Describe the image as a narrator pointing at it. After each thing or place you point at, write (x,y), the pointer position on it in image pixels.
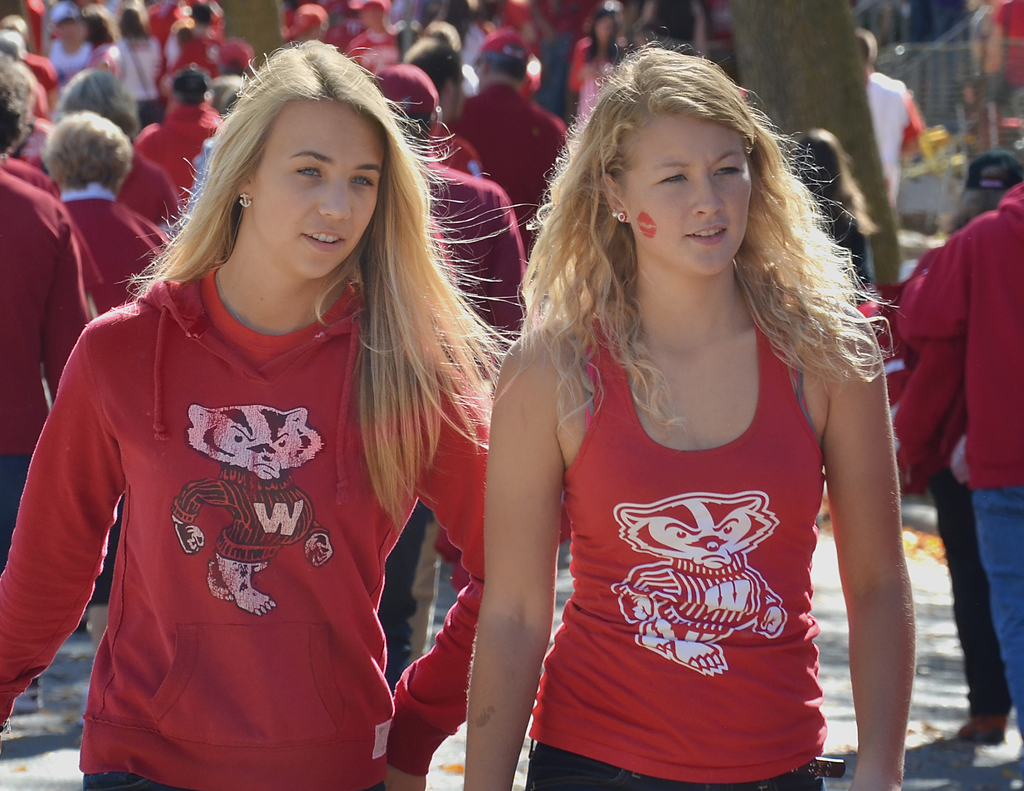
In this image we can see a group of persons (300,323) and the persons (309,358) are wearing red color dresses (364,555). In the foreground (282,494) we can see images (639,522) on the person's T-shirts (245,547) and we can see the color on the cheek (644,195) of the person (652,185) in the foreground (635,223).
